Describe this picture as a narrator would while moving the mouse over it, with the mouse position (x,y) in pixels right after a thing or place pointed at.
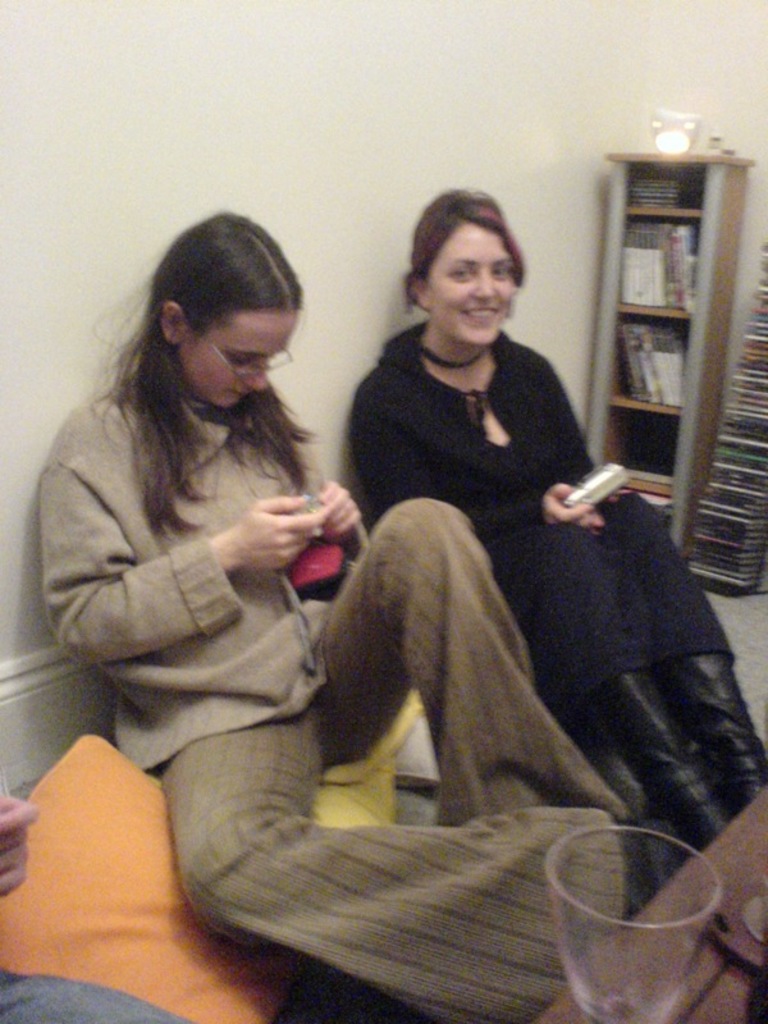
On the left side (218,632), there is a woman (172,440) sitting on the pillows (140,799), which are on the floor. Beside her, there is another woman (440,479), smiling and sitting. On the right side (624,997), there is a glass (683,964) on a surface (723,905). In the background (710,126), there are books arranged on the shelves (635,333) of a cupboard (718,287), on which there is an object (682,147) and there is a wall (196,126).
